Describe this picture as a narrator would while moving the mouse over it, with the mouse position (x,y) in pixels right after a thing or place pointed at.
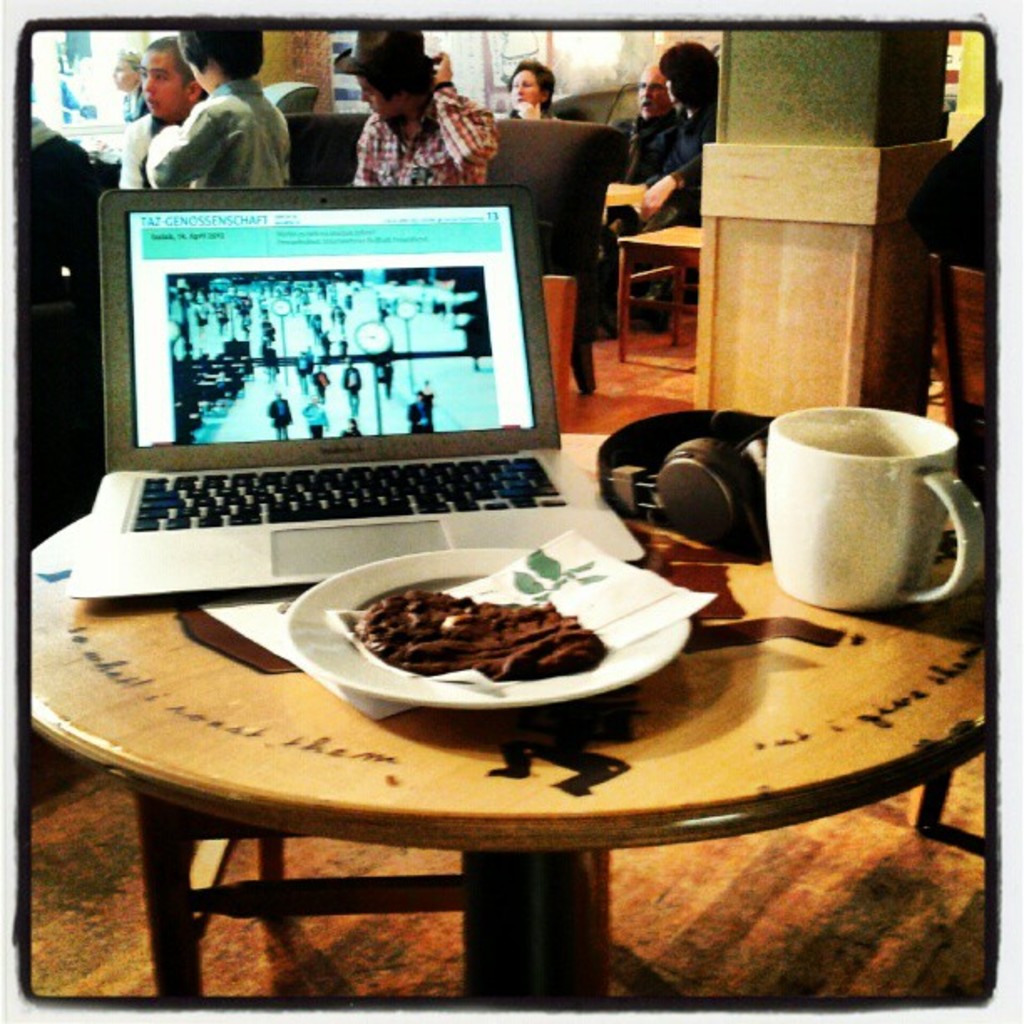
This is clicked inside a room (602,362). There are tables (679,766) and chairs (575,355). On the tables (501,757) there is plate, tissue (638,579), cup (797,452), headphones (657,479), laptop (405,506) and eatable (554,635). There are people (376,103) sitting on chairs (522,178) in the top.
